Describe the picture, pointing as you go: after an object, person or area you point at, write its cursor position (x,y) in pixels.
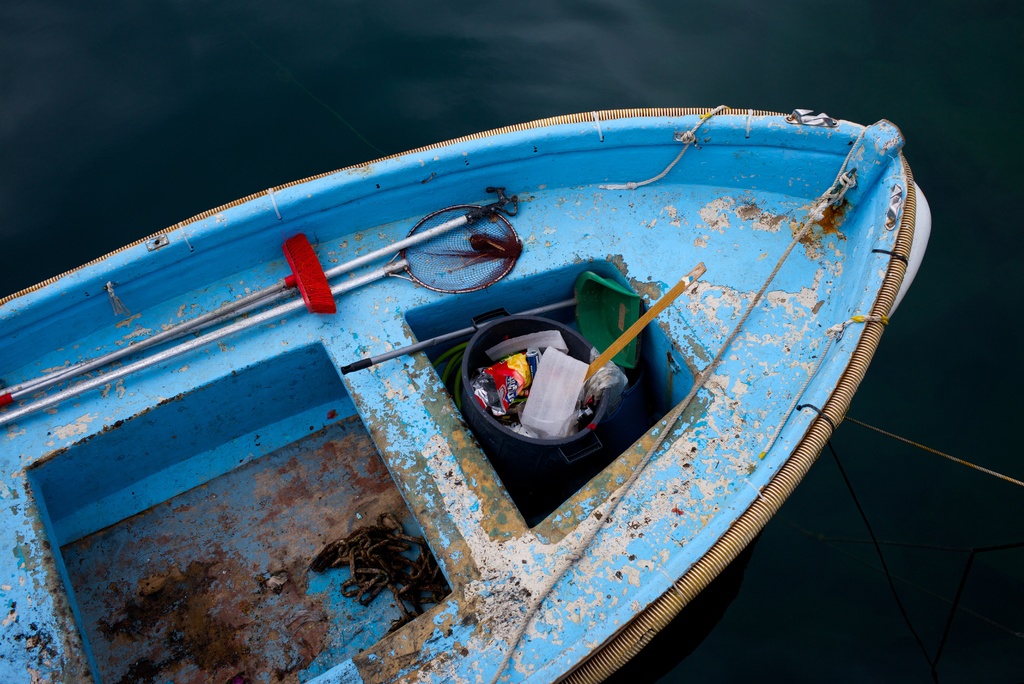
In the image there is a boat (418,295) on the water surface (678,42).
